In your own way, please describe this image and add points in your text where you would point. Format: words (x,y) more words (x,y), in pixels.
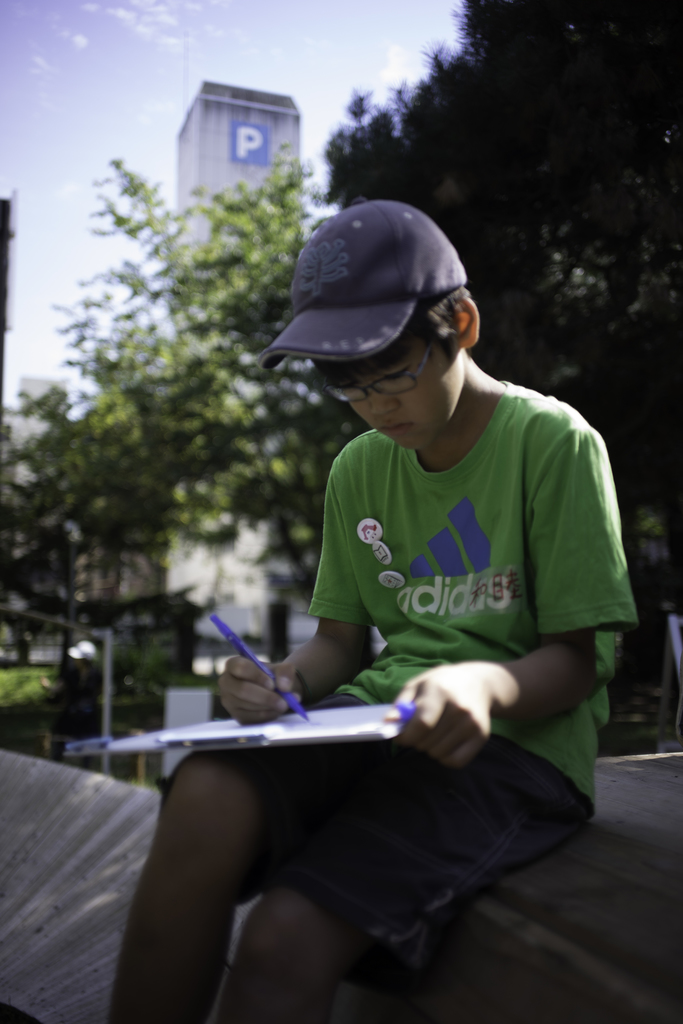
In the center of the image (407,641) we can see one boy (449,775) sitting and holding a pen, book (342,706) and plank (301,735). And he is wearing a cap (291,325). In the background (325,198), we can see the sky (162,52), clouds (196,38), trees (491,28), grass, one tower (223,132), banner (254,145), pole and a few other objects (181,704).
